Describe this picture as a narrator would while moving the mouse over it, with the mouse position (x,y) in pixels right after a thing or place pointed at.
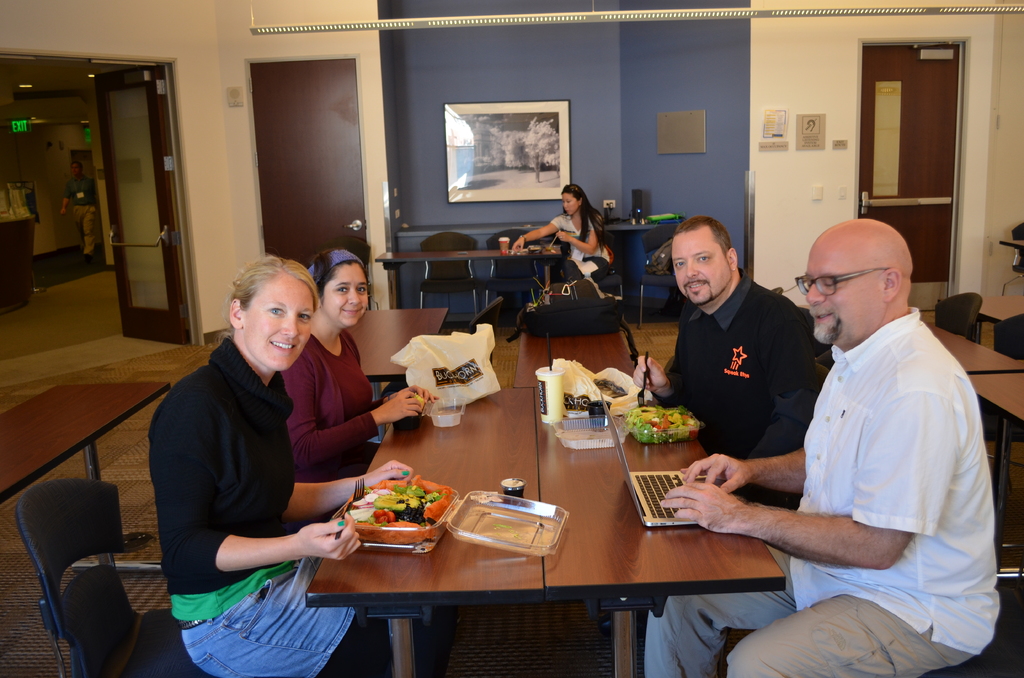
In this image there are four person (259,379) sitting on a chair (963,666) beside a table (522,396). On the table (566,463) we can see a plastic bag (461,365), Cup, fruits (374,500), spoon (355,495) and laptop (633,500). On the background (627,269) we can see a painting (513,150) on a blue wall (521,61). On the right (909,153) there is a door (918,143). On the left (111,152) is an open door (125,203). In the center (566,243) we can see a woman (595,232) who is sitting at a table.
